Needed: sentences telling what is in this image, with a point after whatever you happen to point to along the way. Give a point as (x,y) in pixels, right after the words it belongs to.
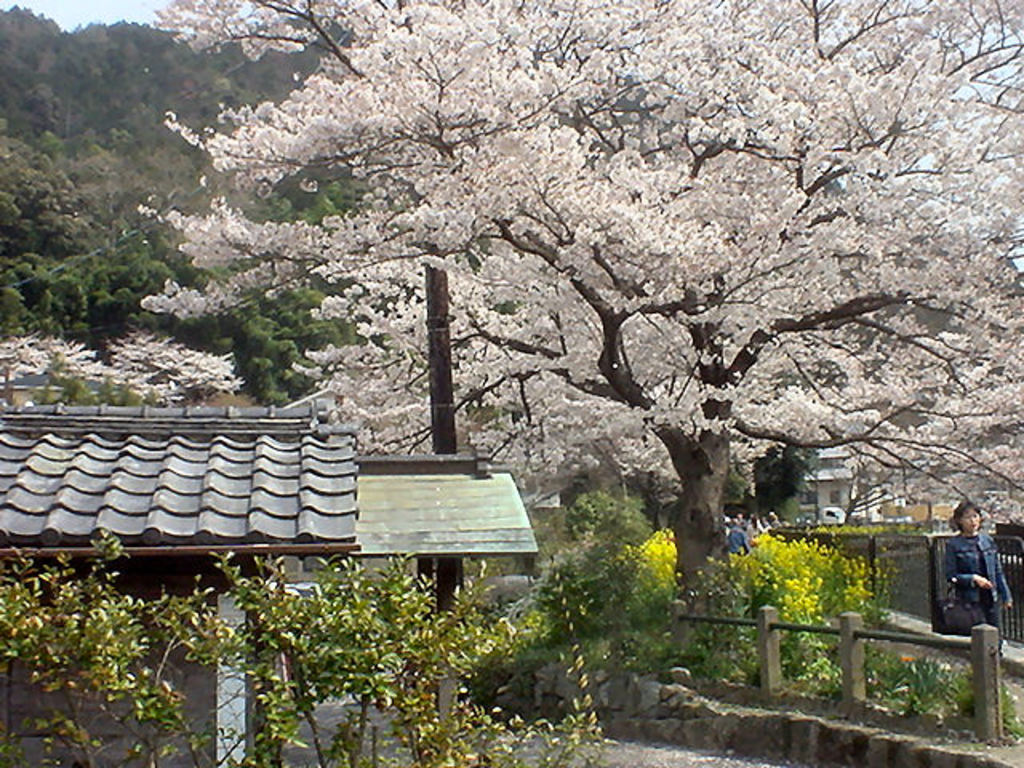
On the left side of the image (126,543) there is a shed (371,522). On the right (975,590) we can see a lady (963,585) walking. In the background (551,296) there are trees (594,409), bushes (622,585) and people (759,531).
